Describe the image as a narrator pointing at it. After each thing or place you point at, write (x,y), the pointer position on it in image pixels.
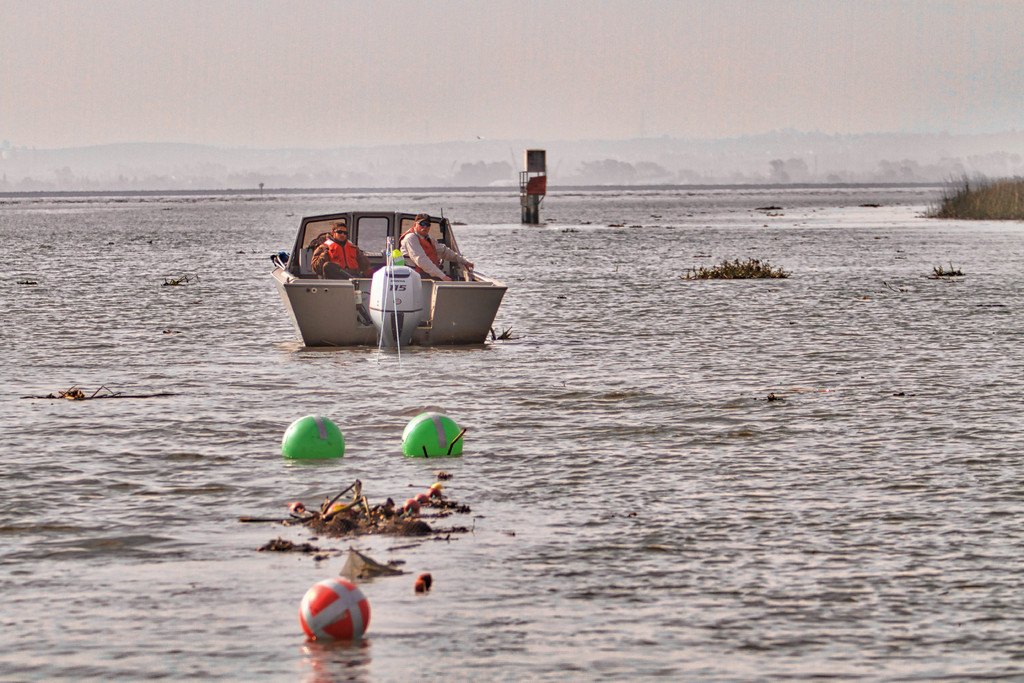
In the image there are two persons (430,260) sitting on a boat (404,301) in the ocean (521,282), in the front (333,515) there are balloons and dirt (370,528) floating on the water (664,402) and over the background (915,150) it seems to be hills (355,179) and above its sky (601,44).
